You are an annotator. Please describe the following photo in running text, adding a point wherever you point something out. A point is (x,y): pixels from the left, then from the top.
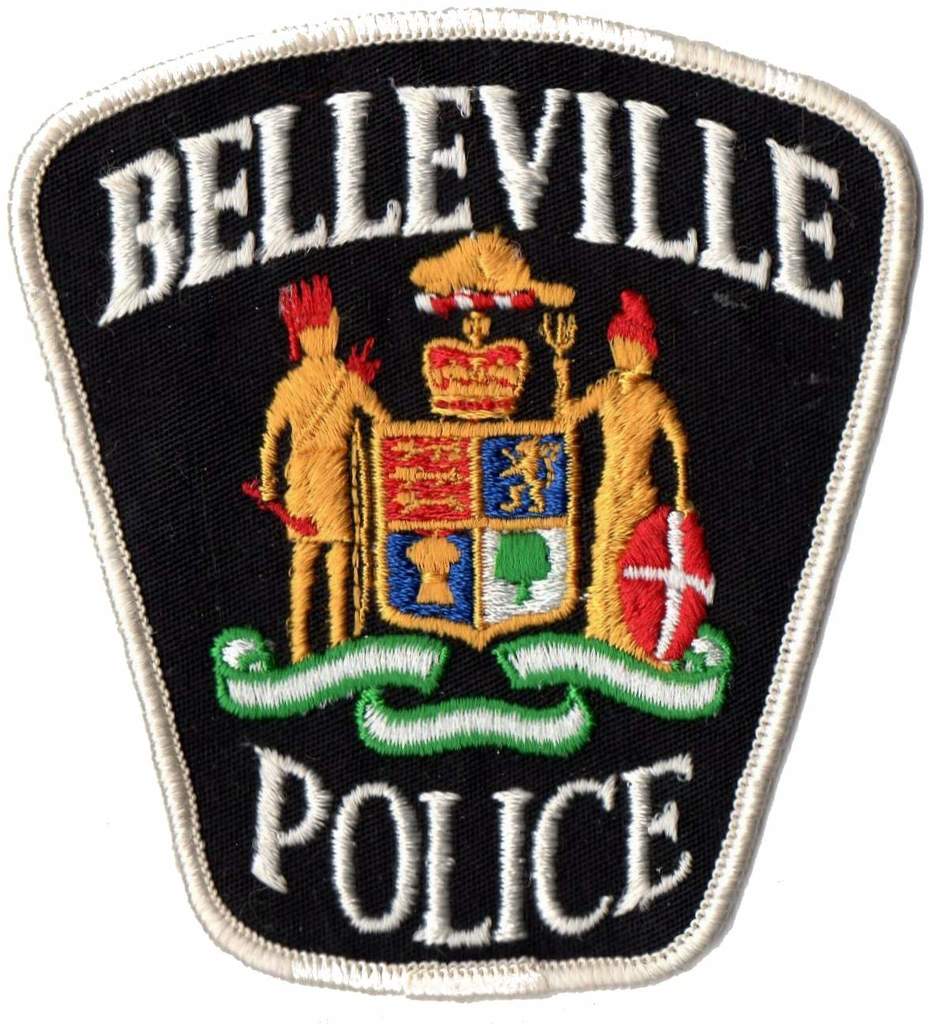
In this image I can see an emblem (440,554).
